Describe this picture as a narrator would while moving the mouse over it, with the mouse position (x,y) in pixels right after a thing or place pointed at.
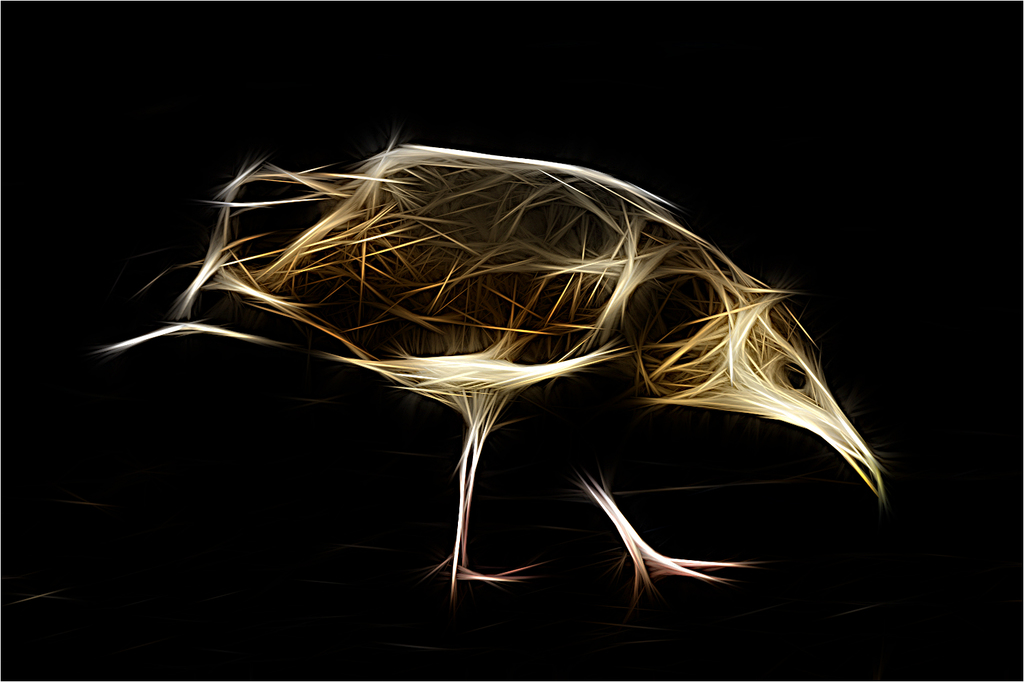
In this image I can see the digital art in which I can see an animal shape (503,327) which is cream and brown in color and I can see the black colored background (868,170).
